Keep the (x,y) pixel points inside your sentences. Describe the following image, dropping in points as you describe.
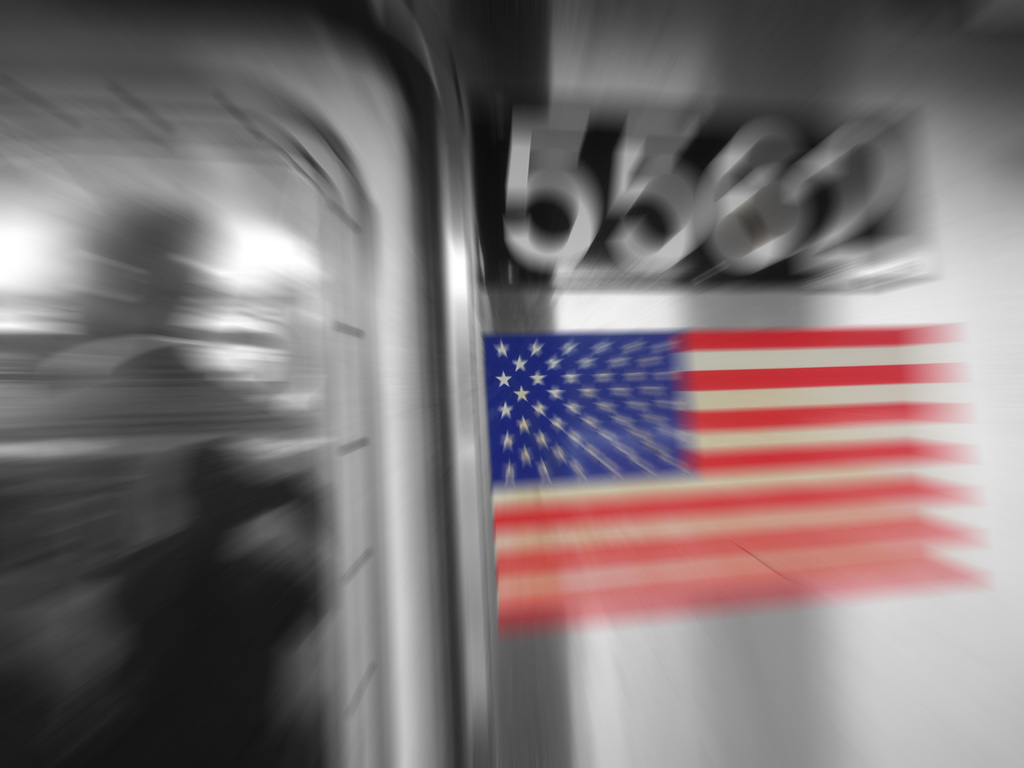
In this picture I can see there is a flag (835,416) here at right side (866,434) and there are few numbers (733,212) and there is a man (166,371) standing at left (114,336) and the image is blurred.
